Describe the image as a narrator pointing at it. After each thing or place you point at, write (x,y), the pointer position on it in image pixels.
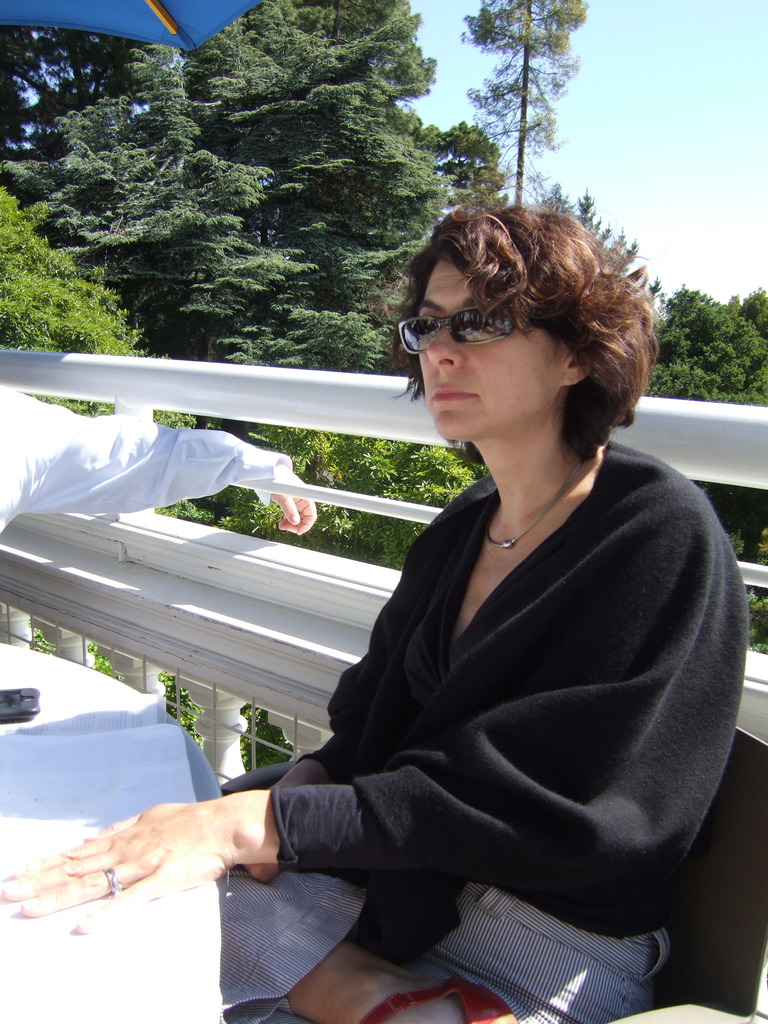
In this image we can see a man (221,472) and a woman (417,615) sitting beside a table (127,929) containing a device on it. We can also see a fence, a part of an outdoor umbrella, a group of trees (151,171) and the sky (548,185) which looks clear.
